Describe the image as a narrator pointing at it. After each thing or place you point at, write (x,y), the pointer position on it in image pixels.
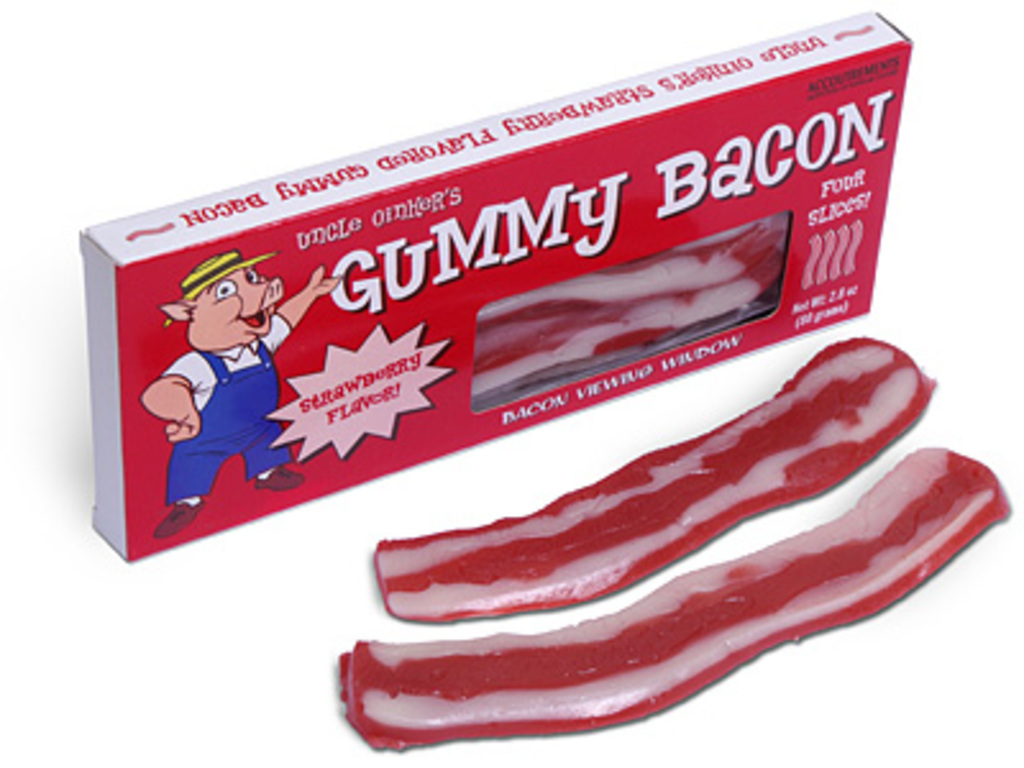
In this image there is a box (712,224) and chewing gums (541,597) are on the surface (937,226). On the box (441,237) there is some text (357,391) and a cartoon image (232,423) are on it.
